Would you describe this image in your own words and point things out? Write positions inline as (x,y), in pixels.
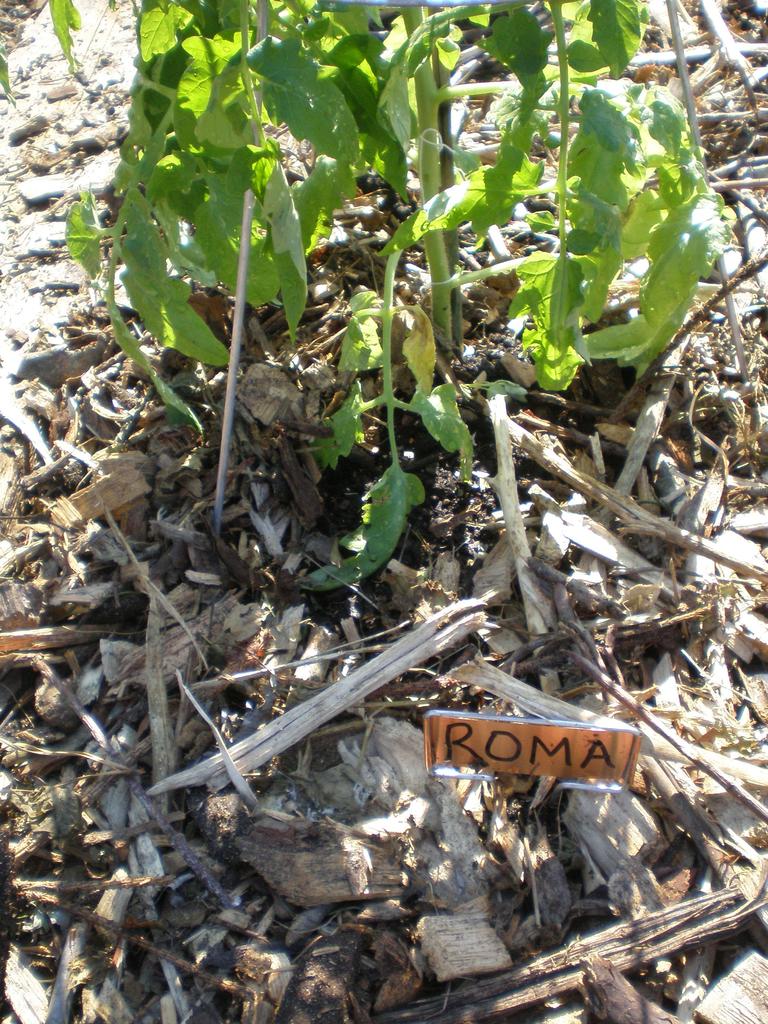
In this picture we can see a plant (591,52), wooden sticks (612,628), and a board (533,773).
